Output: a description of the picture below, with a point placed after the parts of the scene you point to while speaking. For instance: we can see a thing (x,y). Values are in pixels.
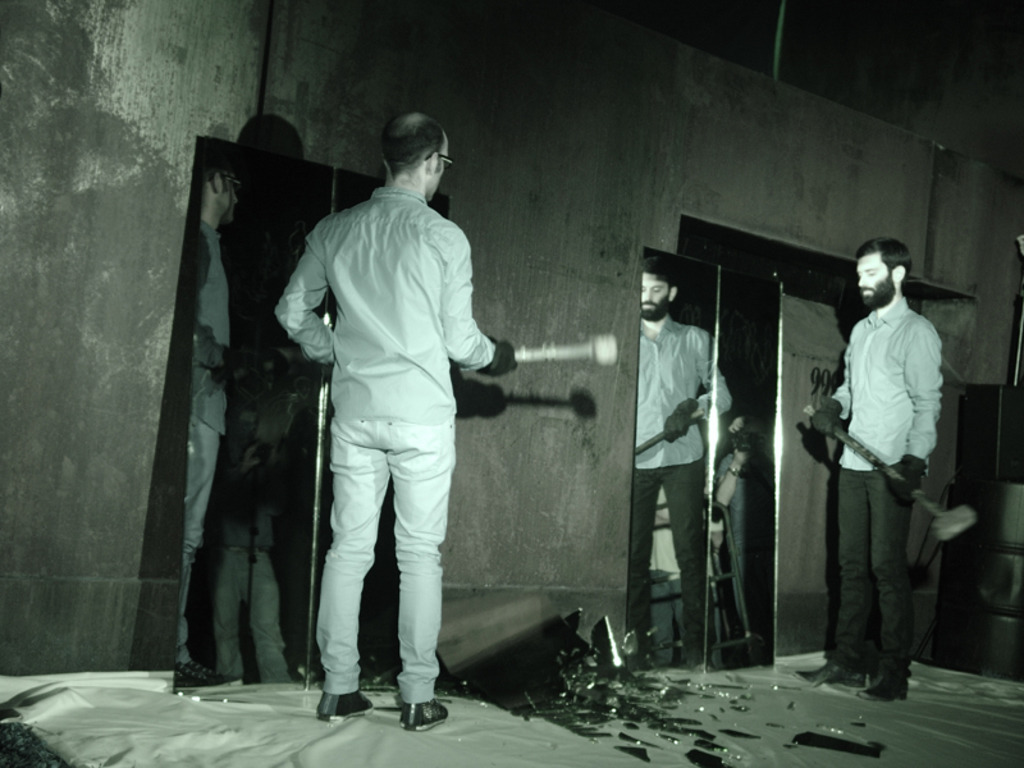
In this image there are two people (361,387) standing and they are holding hammers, and there are mirrors (271,422). In the background (481,413) there is a wall (85,601), and at the bottom (475,707) there is a mat (331,738) and some glass pieces (687,723) and on the right side of the image (978,467) there is a board (823,348) and some boxes (975,459).
